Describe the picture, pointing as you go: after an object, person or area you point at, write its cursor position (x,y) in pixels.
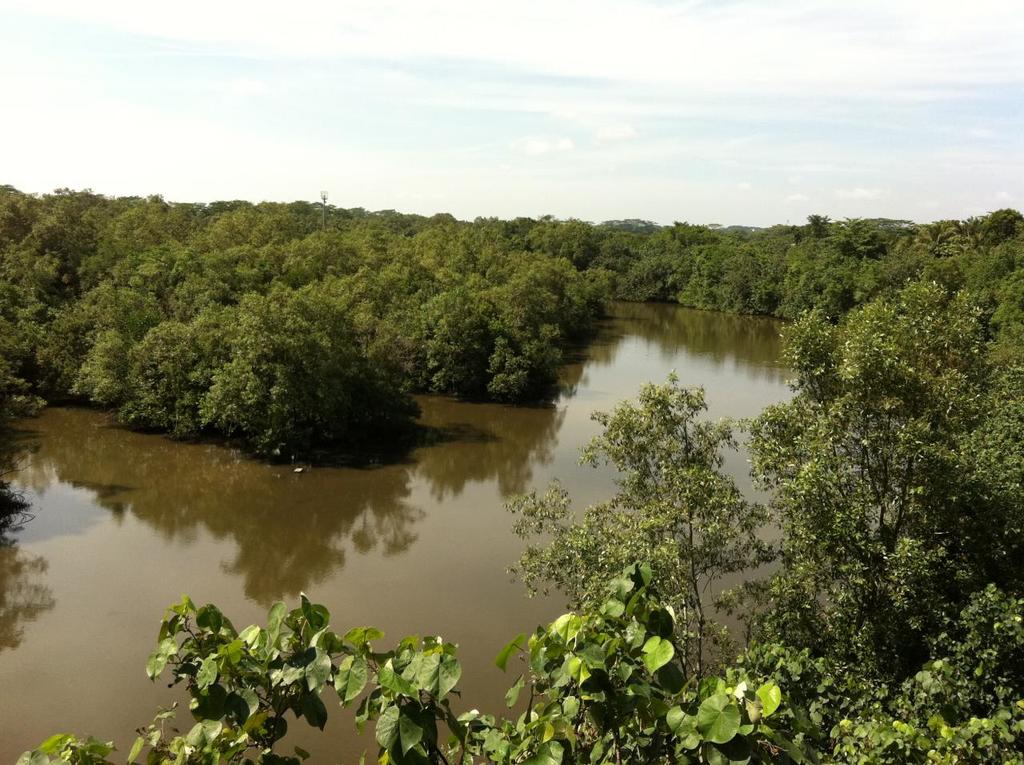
In this image we can see a lake (335,553) which is surrounded by trees (207,302) and plants (814,730).
